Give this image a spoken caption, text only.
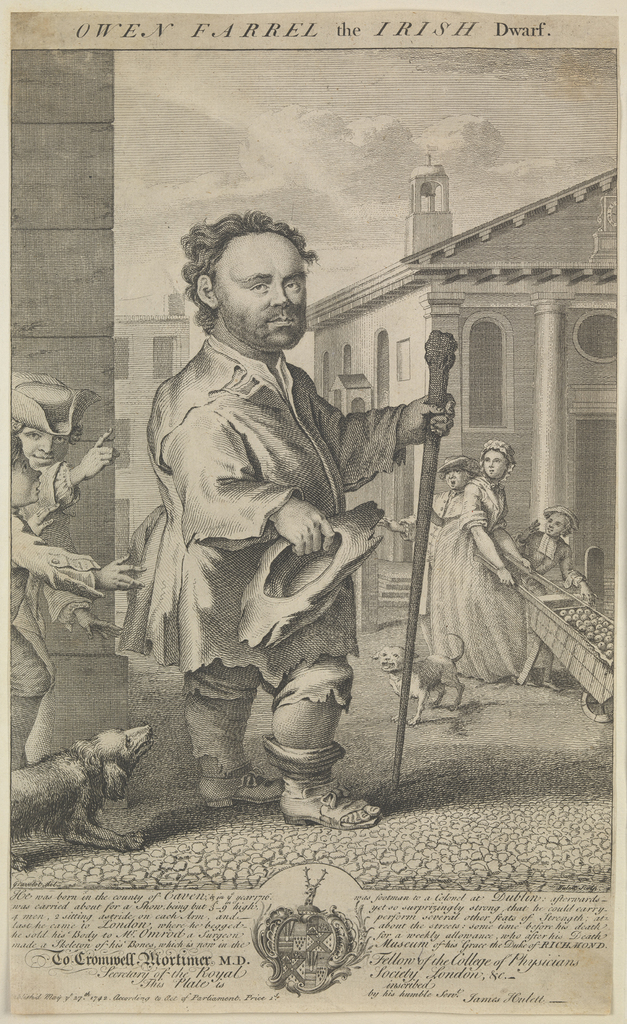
This is a painting, in this picture we can see a group of people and in the background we can see buildings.
